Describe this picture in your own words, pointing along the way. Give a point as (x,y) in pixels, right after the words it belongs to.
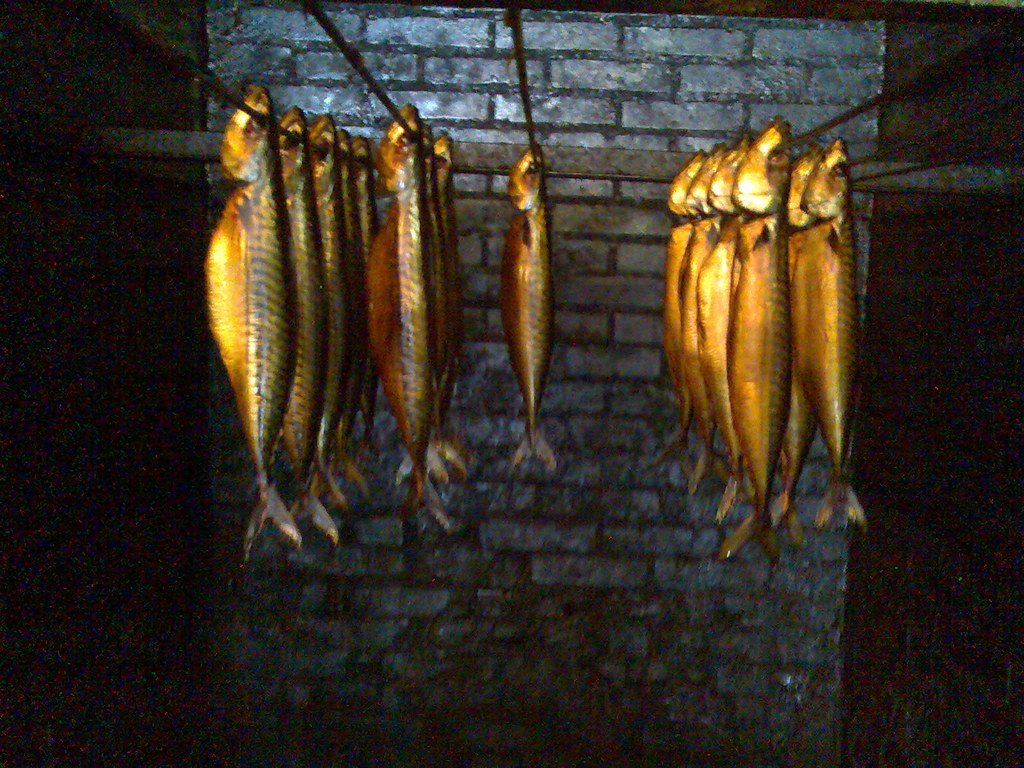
In the center of the image (539,338) we can see a fishes (239,159) and rods (532,128) are present. In the background of the image (542,89) a wall (501,479) is there.
